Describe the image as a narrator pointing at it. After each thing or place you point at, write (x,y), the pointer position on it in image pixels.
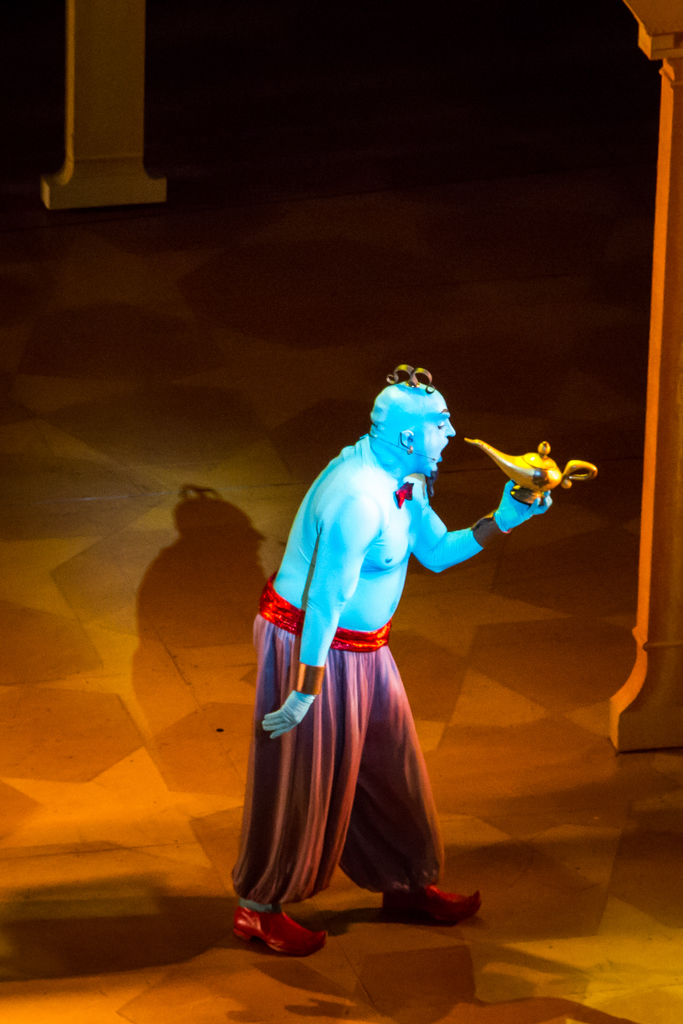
In this image, we can see a person (334,587) wearing a costume (340,538) is holding some object (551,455). We can see the ground (171,483) and some pillars (675,530).
